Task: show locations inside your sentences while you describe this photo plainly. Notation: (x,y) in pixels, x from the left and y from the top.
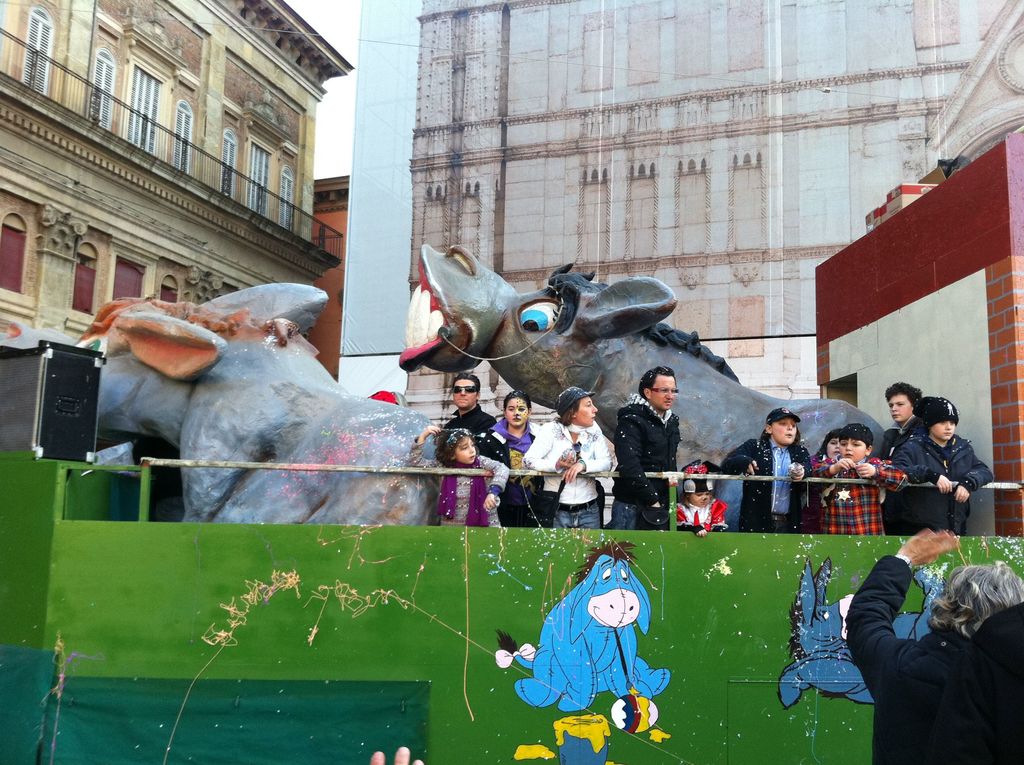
In this image we can see people (674,440). Some are wearing caps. Also there is a wall (423,632) with painting (551,639). And there is a box (81,433) on the wall (101,533). In the back (211,410) there are statues (281,377) of animals (536,350). Also there are buildings (208,159) with windows (112,122), railings (179,137) and doors (266,158).
